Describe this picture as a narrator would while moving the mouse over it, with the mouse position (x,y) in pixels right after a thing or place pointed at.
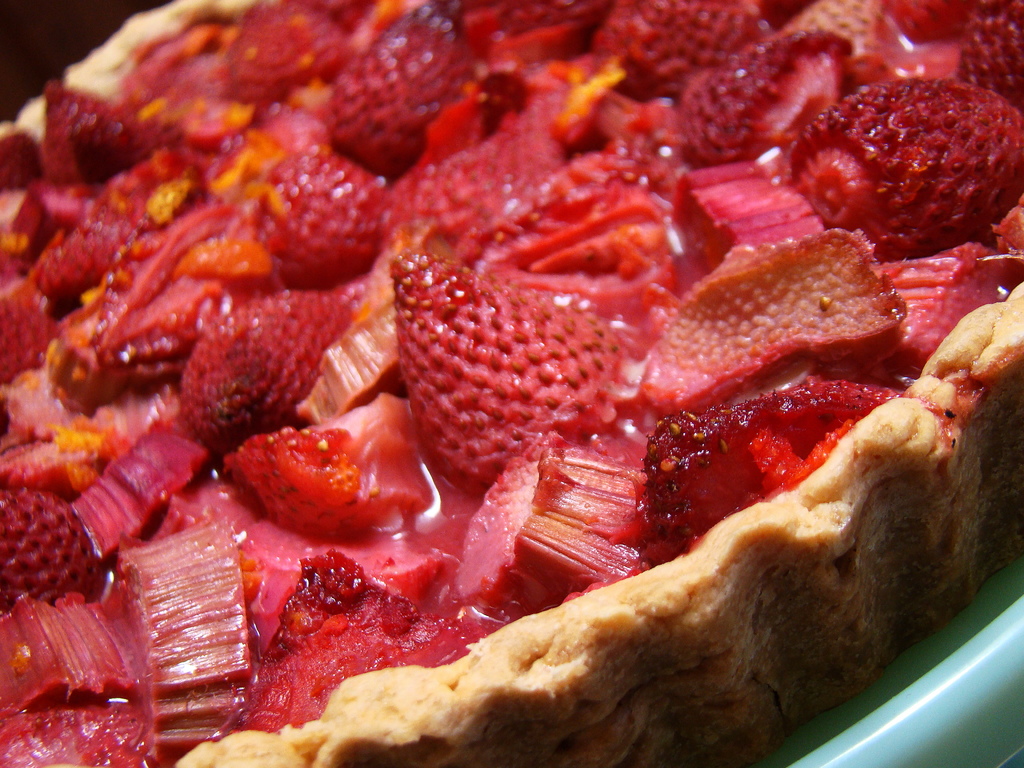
In this image, I can see a food item (721,447) with strawberries (600,403) and few other ingredients (261,586).
